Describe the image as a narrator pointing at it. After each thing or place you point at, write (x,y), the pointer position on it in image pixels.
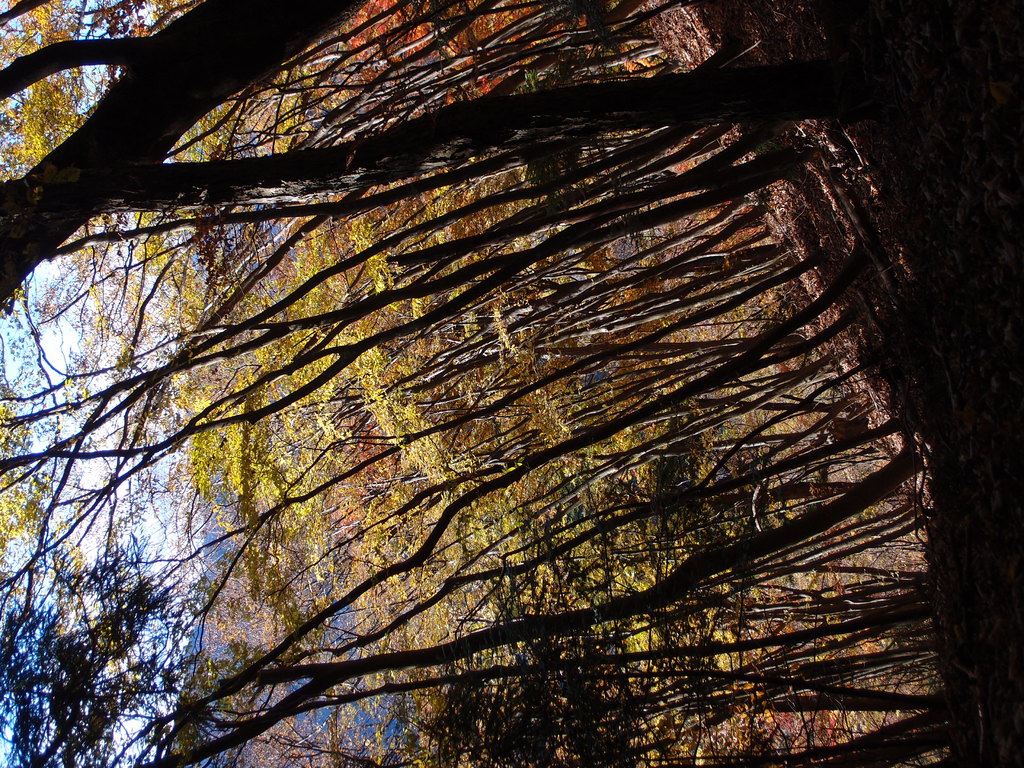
In this picture I can see trees (464,508) and a blue cloudy sky (18,140).
